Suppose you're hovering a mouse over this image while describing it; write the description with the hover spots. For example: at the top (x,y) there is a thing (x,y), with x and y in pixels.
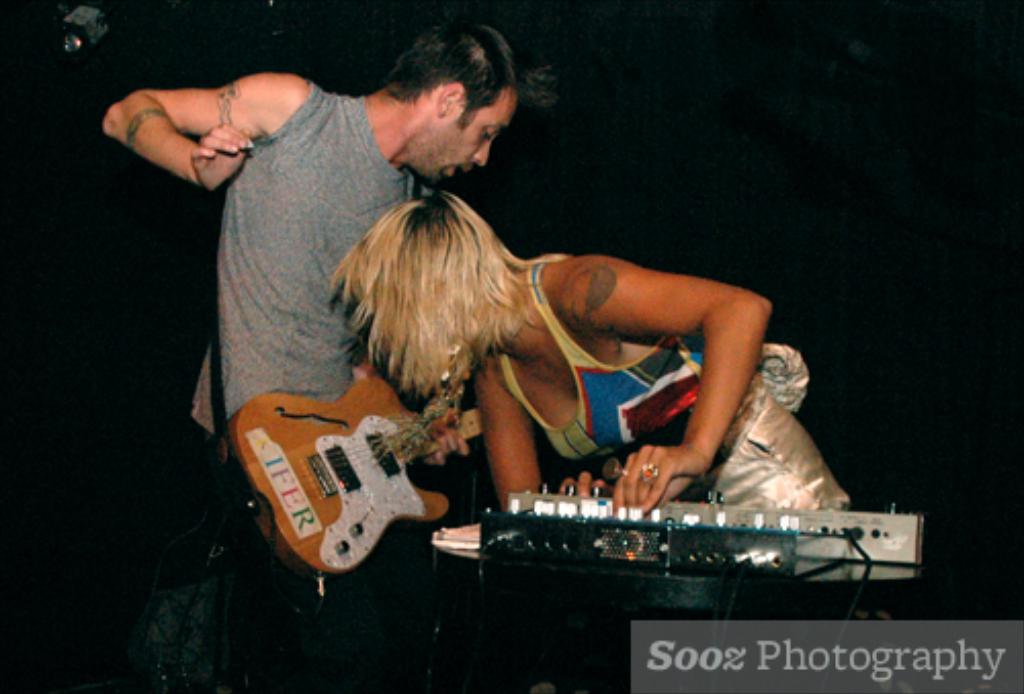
In this picture we can see two people (398,124) one guy (398,124) and a girl (386,226) who are playing some musical instrument (401,488).
